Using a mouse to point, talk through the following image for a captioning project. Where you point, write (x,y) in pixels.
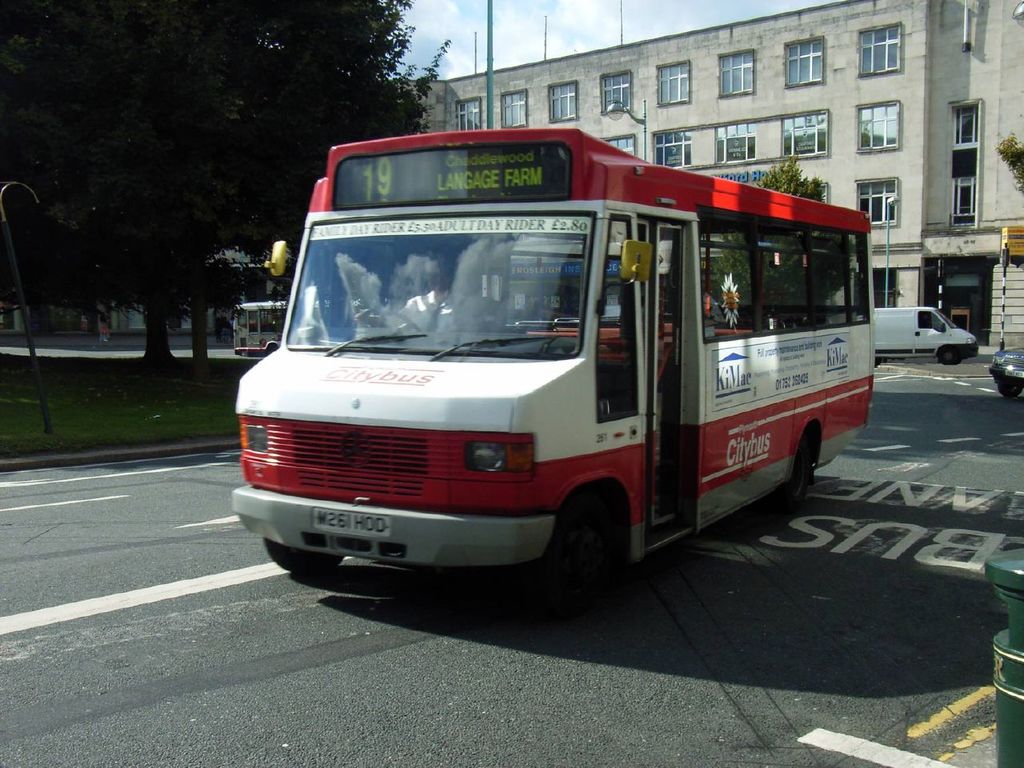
In this image I can see a red color bus (468,424) visible on the road (857,577), in the bus (468,303) I can see a man (433,279) and I can see building (583,77) and trees (203,129) visible in the middle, in front of the building (901,204) I can see street light poles (886,215) vehicles (926,327) visible on the road (968,391). At the top (614,32) I can see the sky (614,32).
